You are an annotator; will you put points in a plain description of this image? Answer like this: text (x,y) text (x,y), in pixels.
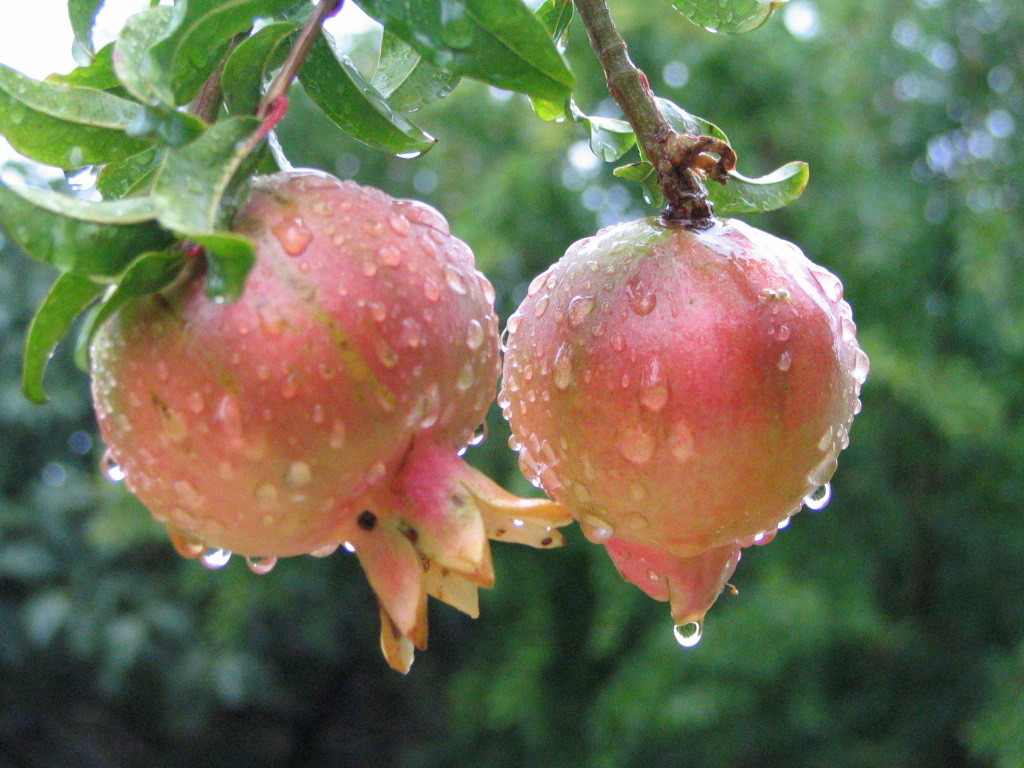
In this image we can see two pomegranates (361,378) to the stem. We can also see some leaves (227,290).
